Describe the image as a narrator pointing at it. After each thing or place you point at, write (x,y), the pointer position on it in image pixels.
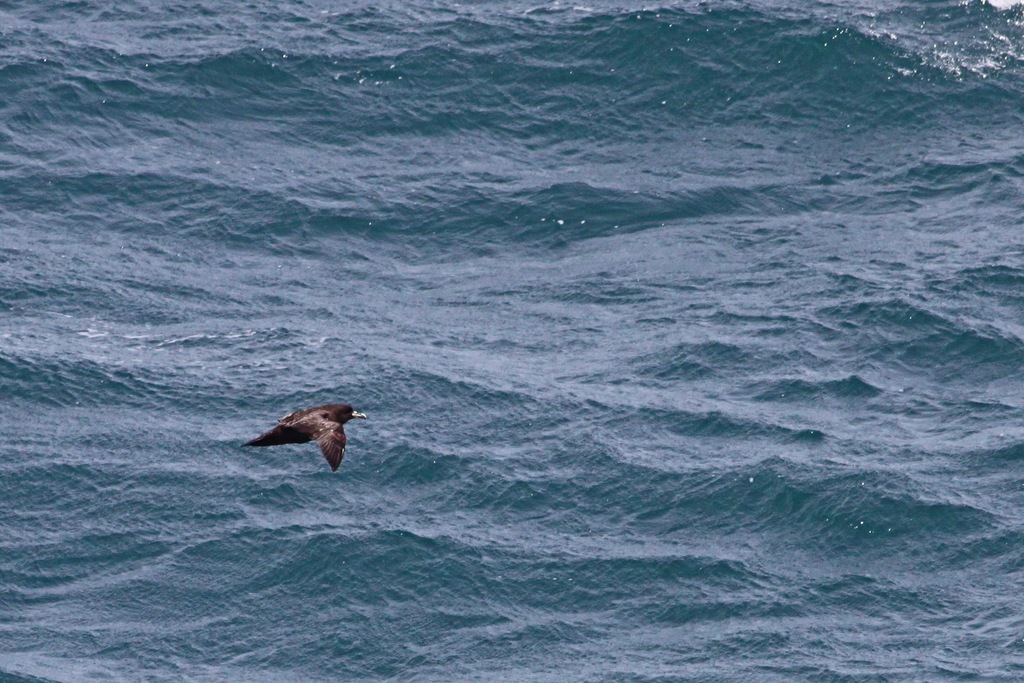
In this image I can see the bird (252,444) which is in brown color. In the background (530,248) I can see the water (554,415).
